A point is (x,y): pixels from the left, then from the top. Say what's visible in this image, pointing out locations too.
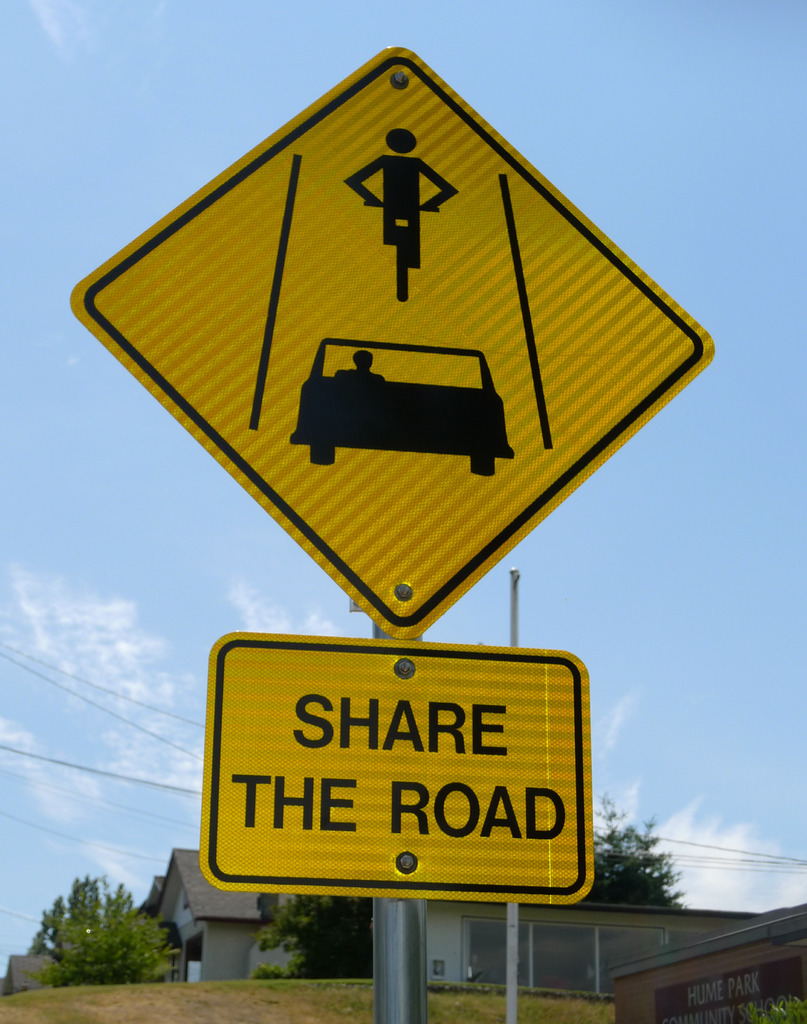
In this picture we can see two boards (463,332) in the front (462,339), we can see some text (394,733) on this board (385,721), in the background (728,968) there are buildings (699,951) and trees (112,905), we can see the sky (677,855) at the top of the picture (628,97).
